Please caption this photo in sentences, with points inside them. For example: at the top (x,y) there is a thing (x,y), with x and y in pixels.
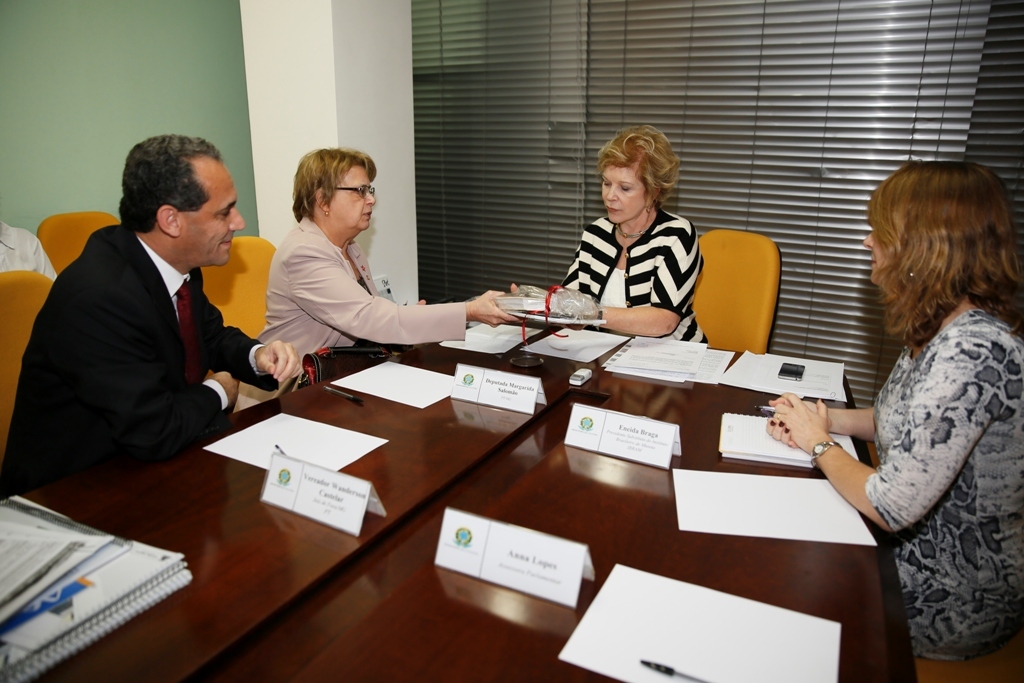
In the picture we can see four people (312,206) are sitting in a board room (857,274) on the left side (134,337) there is man (143,363) wearing black coat (174,382) is sitting and smiling, beside there is a woman (349,320) wearing brown coat (453,321) is giving a gift pack (555,297) to a lady (584,272) who is wearing a black and white stripe jacket (648,267) sitting on the chair (733,331) and on the table (114,632) we can see a piece of papers sheet (818,382) and files (107,617) and book (125,572) on the left side corner table (114,647).
